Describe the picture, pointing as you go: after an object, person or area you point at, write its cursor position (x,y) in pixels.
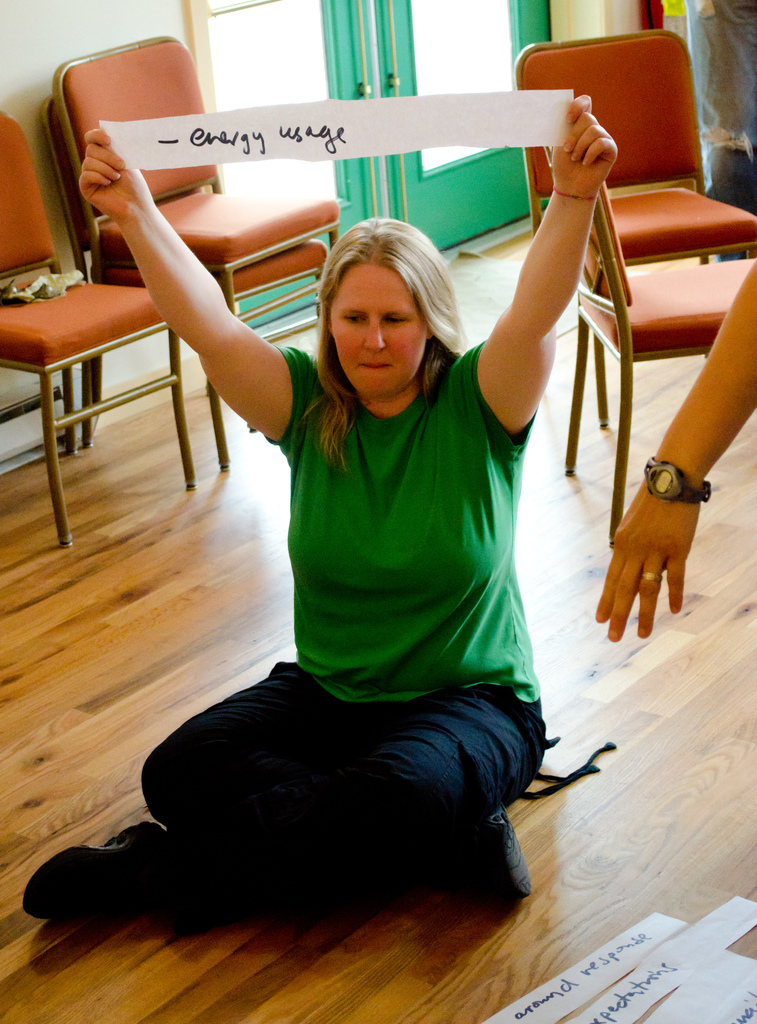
On the background (415,47) we can see door (338,41), chairs (681,177). We can see a women (495,724) sitting on the floor (158,517) and she is holding a paper (167,124) stating "Energy Usage" in her hands (576,102). These are papers (646,979) on the floor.
